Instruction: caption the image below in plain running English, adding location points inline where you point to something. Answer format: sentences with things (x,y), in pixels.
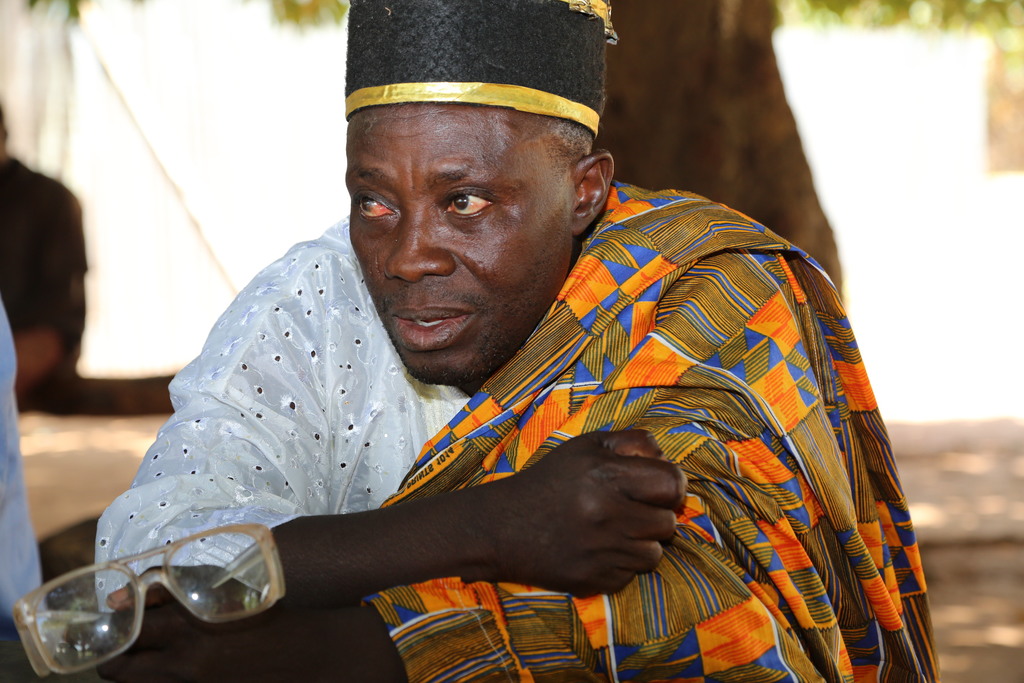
In the picture we can see a man (369,668) sitting on the path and he is holding an optical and he is with white dress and cap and beside him we can see another person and behind him we can see a tree (784,181) and behind it we can see a wall (873,305).
